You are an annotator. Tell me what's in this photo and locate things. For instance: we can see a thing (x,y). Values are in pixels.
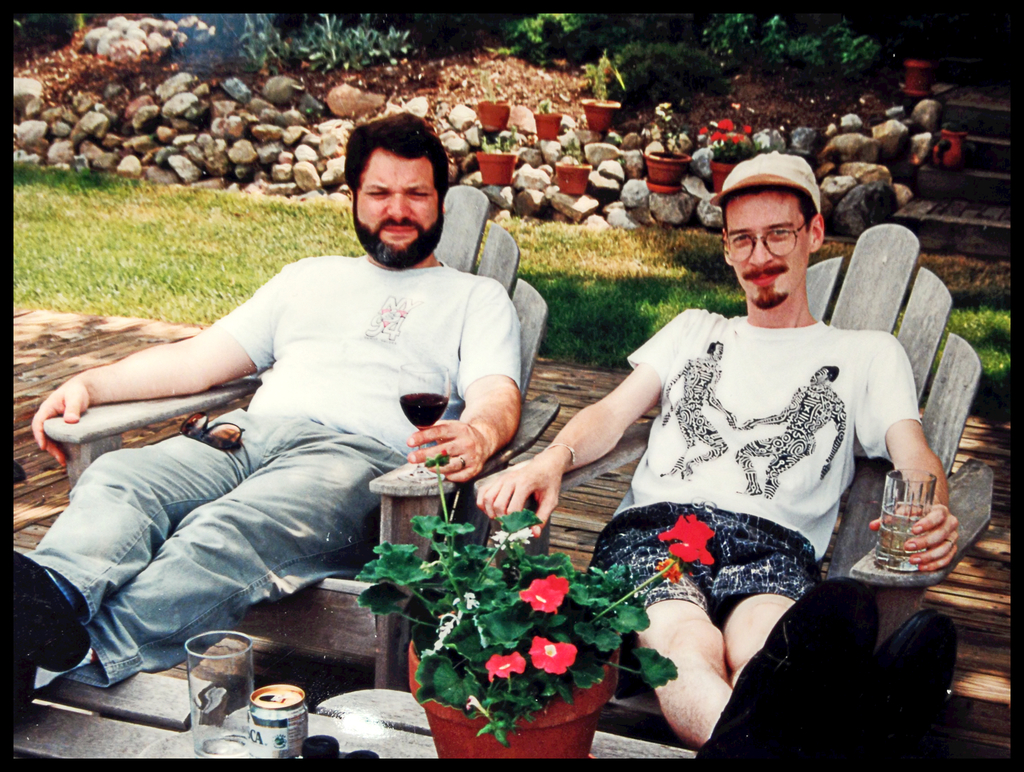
These two persons (805,350) sitting on the chair (987,510) and holding glass (899,501) with drink (908,510) and this person (815,410) wear cap (775,164), glasses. On the background (412,53) we can see stones (120,19), plants (676,73), grass (578,268). We can see plant (607,615), glass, tin (281,734) on the table (409,745).
